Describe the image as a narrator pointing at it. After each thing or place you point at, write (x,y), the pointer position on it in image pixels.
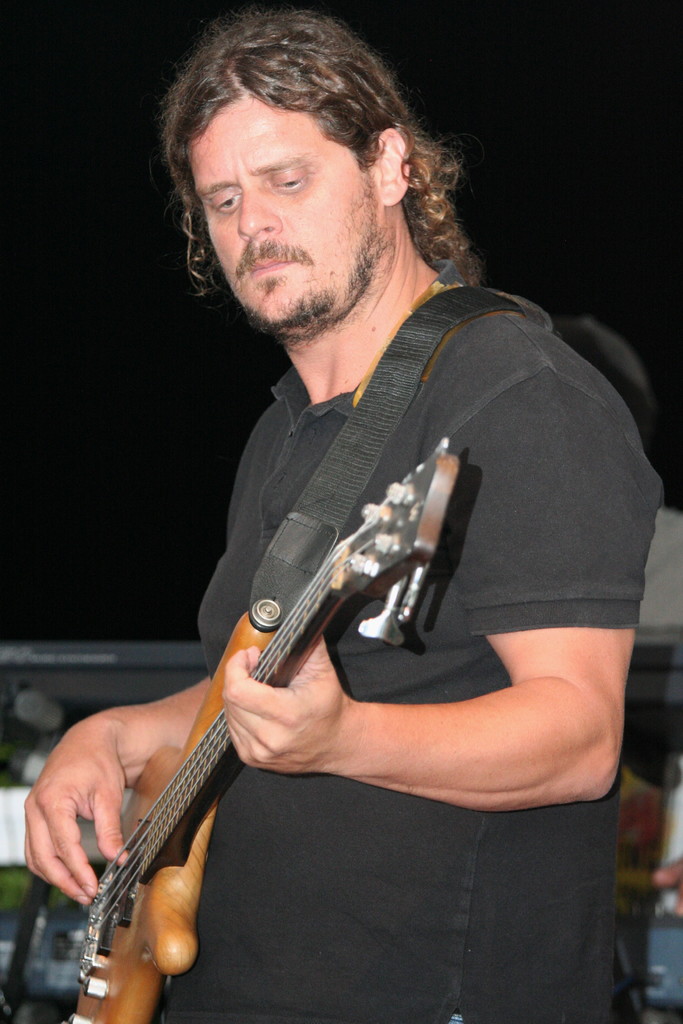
There is a man (448,872) wearing black t shirt (514,544) playing a guitar (193,921).
